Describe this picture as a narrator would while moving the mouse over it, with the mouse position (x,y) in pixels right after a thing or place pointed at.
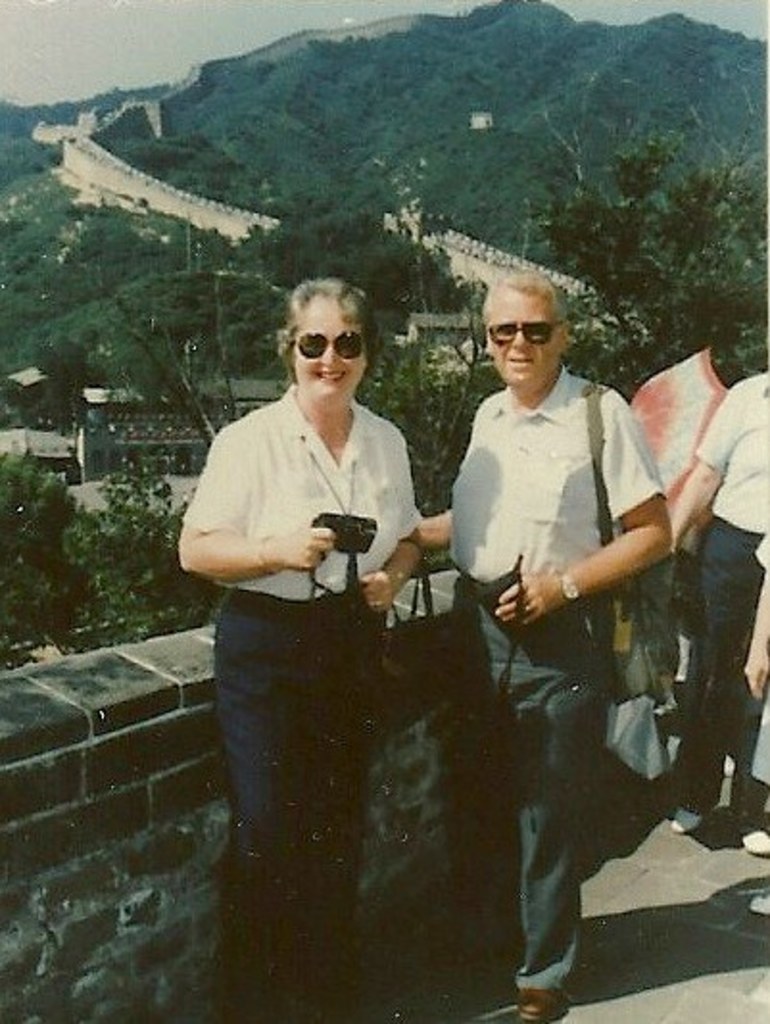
In this image a woman (338,556) and a person (546,318) are standing on the floor (598,856) before a wall (403,739). Beside them there are few persons (738,789) standing on the floor (669,910). Person (538,889) is carrying a bag (621,720) and woman (209,524) is holding a camera (335,524) in his hand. Behind the wall (55,680) there are few trees (80,332) on the hill (409,157). There is wall (70,150) on the hill (477,187).
